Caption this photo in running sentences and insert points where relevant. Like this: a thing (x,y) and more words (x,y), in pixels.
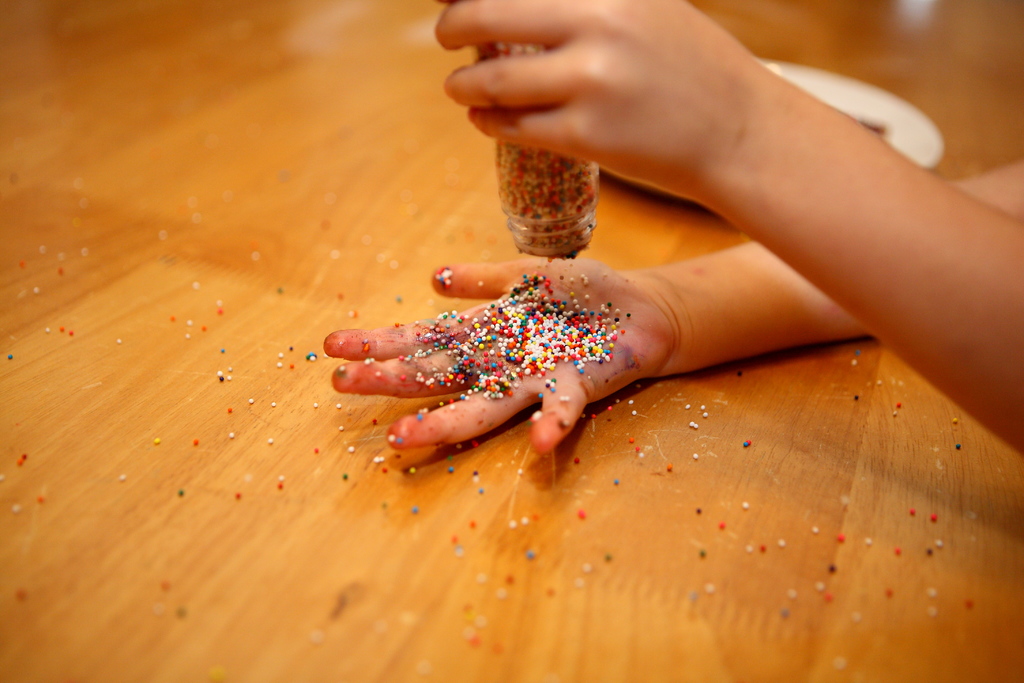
As we can see in the image there is a table (319,352) and a person hand (530,109) holding bottle (518,202). On table (605,203) there is a white color plate (873,104).
